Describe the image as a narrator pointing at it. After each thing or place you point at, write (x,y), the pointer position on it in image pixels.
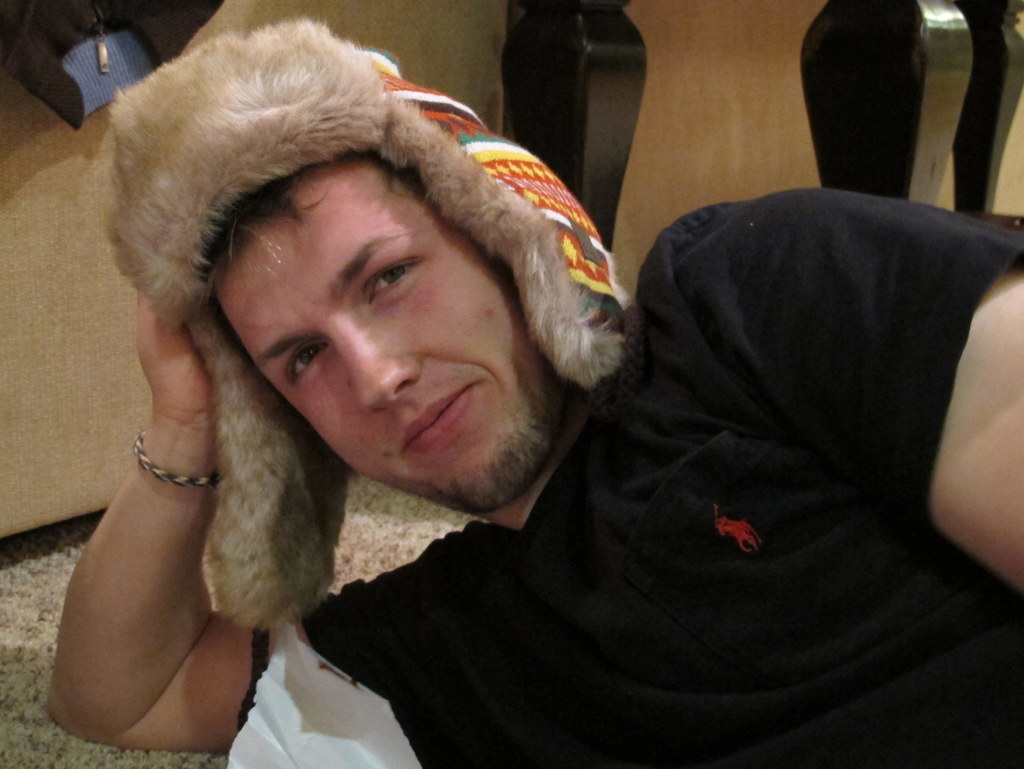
In the center of the image (360,279), we can see a man (349,267) wearing cap (210,152) and lying. In the background (643,90), there is a cot (422,34).
